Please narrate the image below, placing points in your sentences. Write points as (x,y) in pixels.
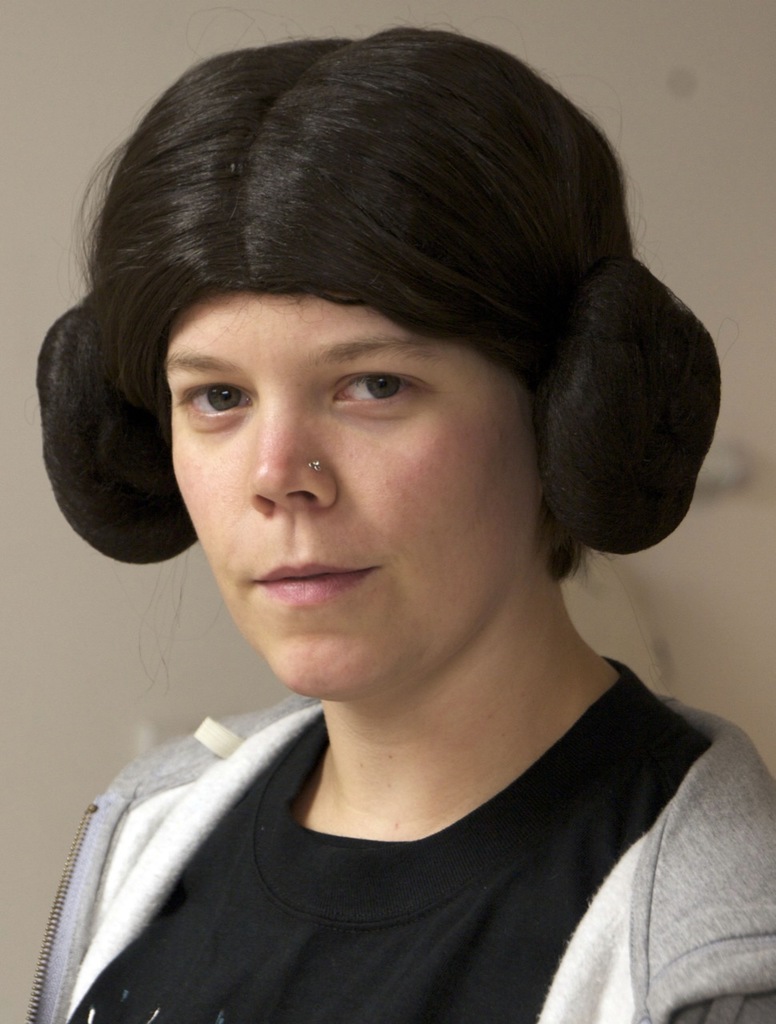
In this picture I can see a person (670,423), and there is blur background (694,48).
